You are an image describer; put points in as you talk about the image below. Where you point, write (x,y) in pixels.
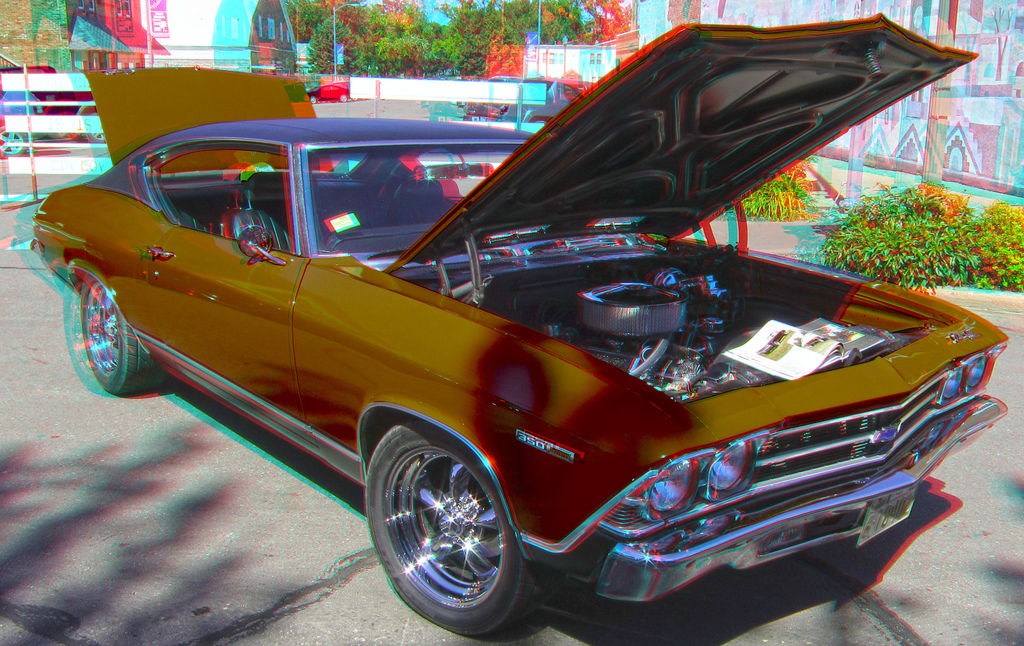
In this image we can see few vehicles (313,240). There are many trees (439,47) and few plants (922,230) in the image. There is a sky (440,13) in the image. There is an object (799,339) is placed on the car (848,369). There is a fencing (420,91) and advertising board (162,17) in the image. There is a pole (853,147) at the right side of the image (851,149). There is a house (591,63) in the image.
